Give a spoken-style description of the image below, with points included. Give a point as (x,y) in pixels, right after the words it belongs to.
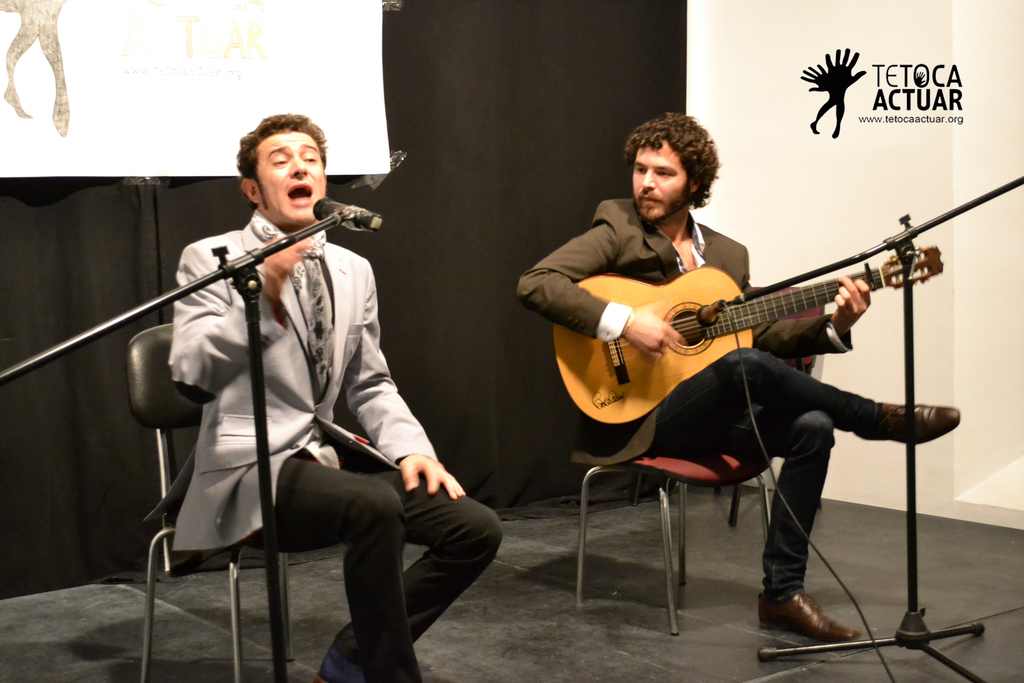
In this image there are two persons (285,187). The person (804,498) at the right side of the image (698,408) is sitting and playing guitar (704,362). The person (375,614) in the left side of the image (273,282) is sitting and singing. At the back (454,237) there is a black curtain (526,102) and poster (108,105) and in the front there are microphones (247,264).
